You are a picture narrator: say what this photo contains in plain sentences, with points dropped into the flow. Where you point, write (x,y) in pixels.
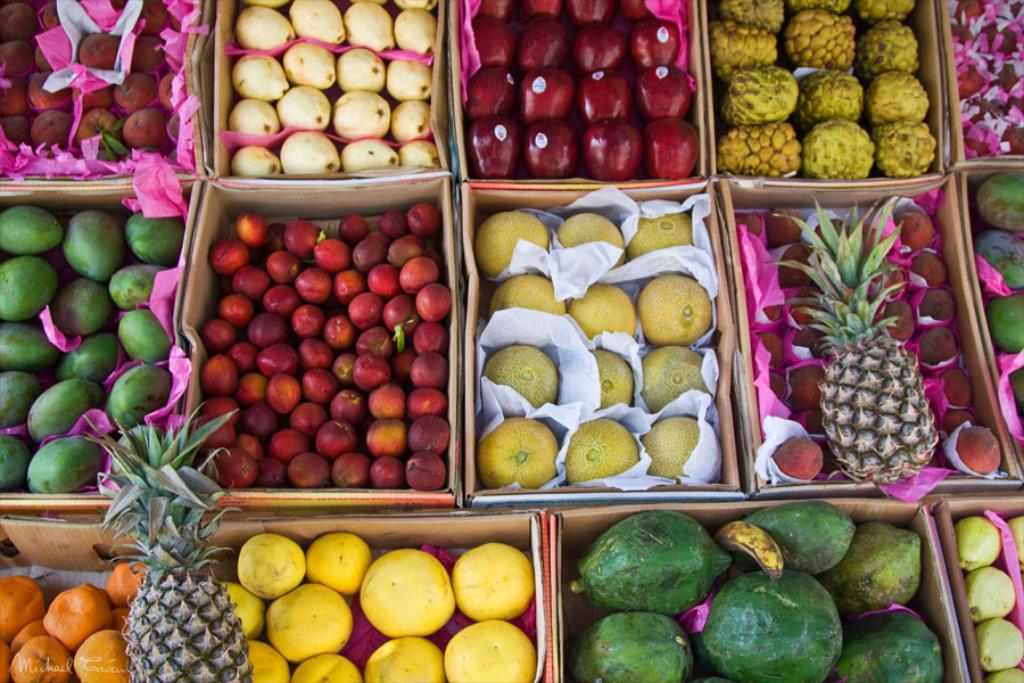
In this image there are fruits (873,405) in the boxes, there are stickers (499,125) on the fruits (528,116), there are papers (542,341), there is text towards the bottom of the image (80,657).
